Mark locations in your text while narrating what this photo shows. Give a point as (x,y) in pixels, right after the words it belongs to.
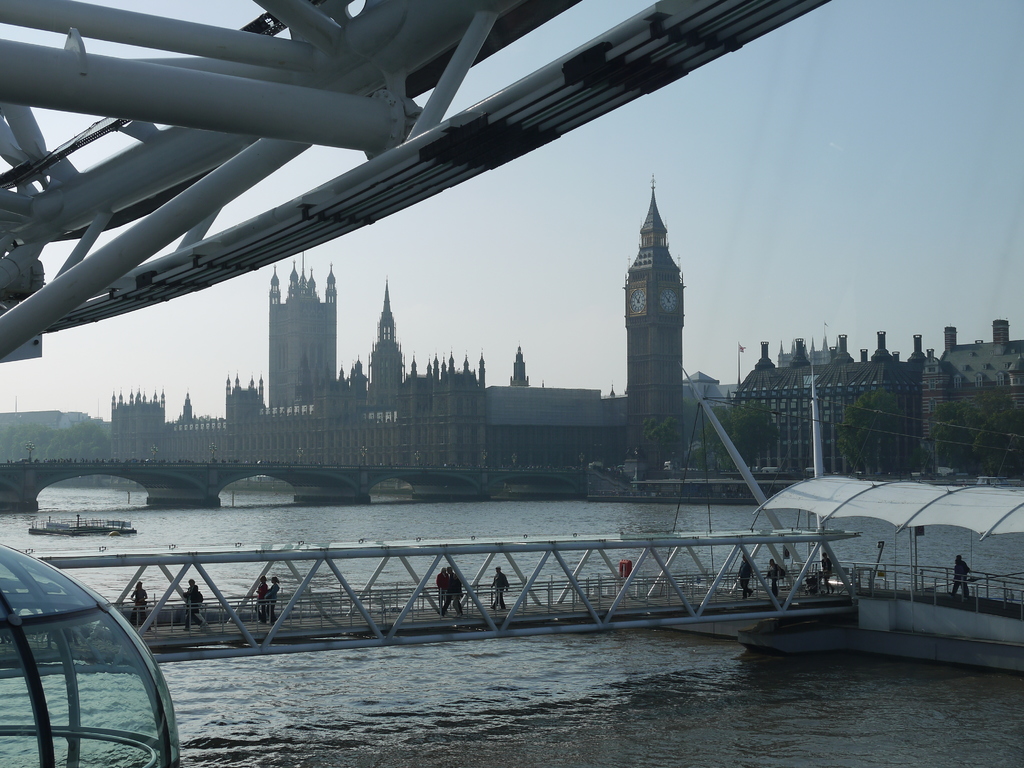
In the center of the image (649,354) we can see buildings (568,416), bridges (583,489), tent (836,501), poles (818,448), flag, some persons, water (355,521) are there. At the top of the image (685,117) we can see sky (816,118), rods (400,84) are there. At the bottom left corner (42,593) a glass (77,642) is there.
